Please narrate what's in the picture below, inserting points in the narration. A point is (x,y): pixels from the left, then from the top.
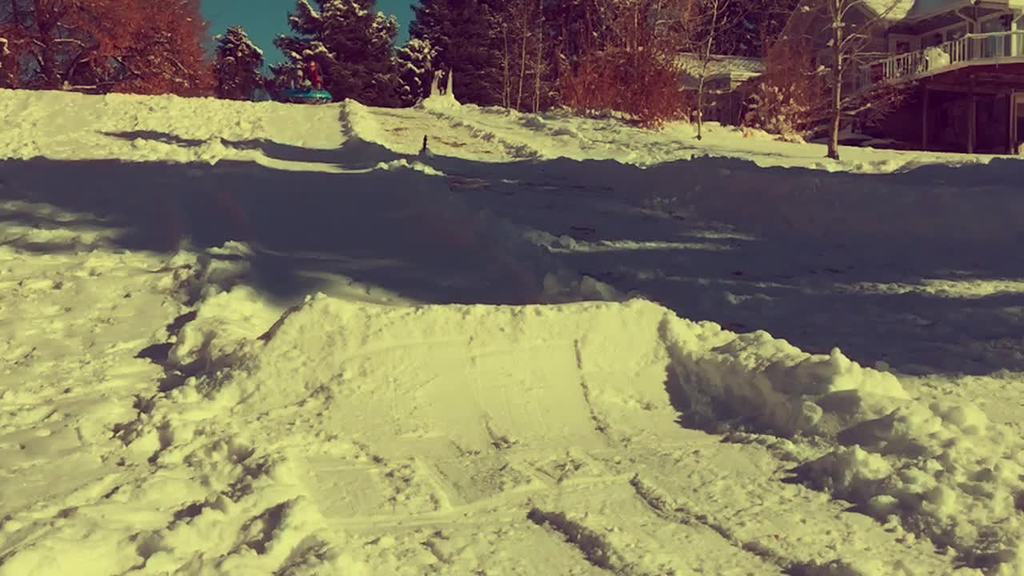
In this picture, we can see the ground (414,323) covered with snow (389,303), and we can see houses (946,70), trees (172,21), and the sky (210,35).
